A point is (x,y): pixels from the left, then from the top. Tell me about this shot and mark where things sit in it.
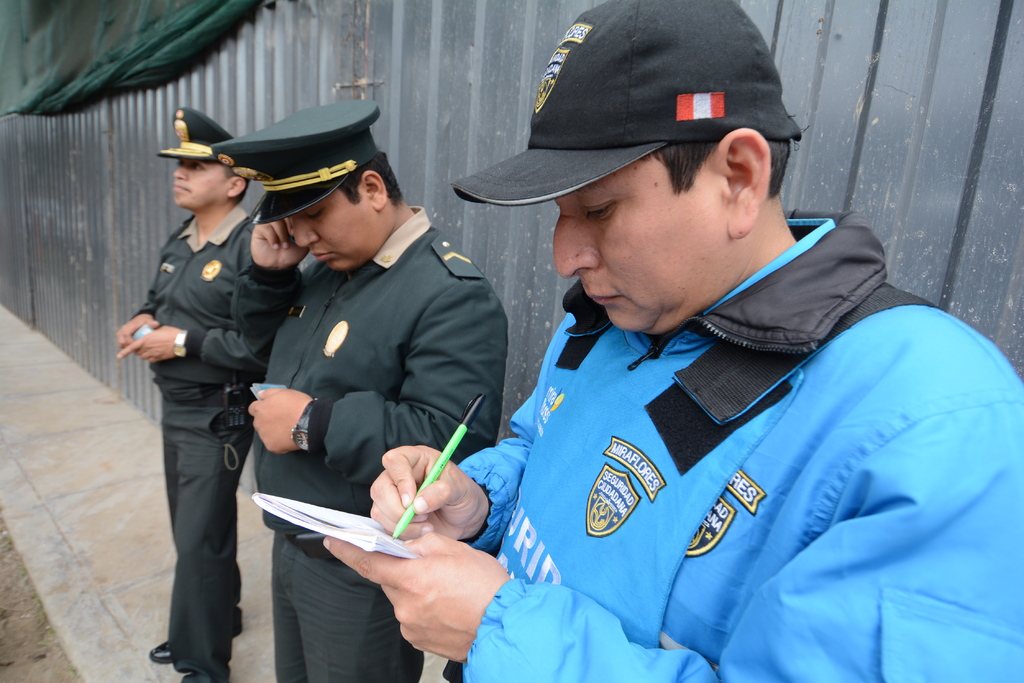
In the image there are three officers (670,423) standing in front of a fence (889,84) made with a metal (803,59) and the first person (543,139) is writing something on a book (370,540).
